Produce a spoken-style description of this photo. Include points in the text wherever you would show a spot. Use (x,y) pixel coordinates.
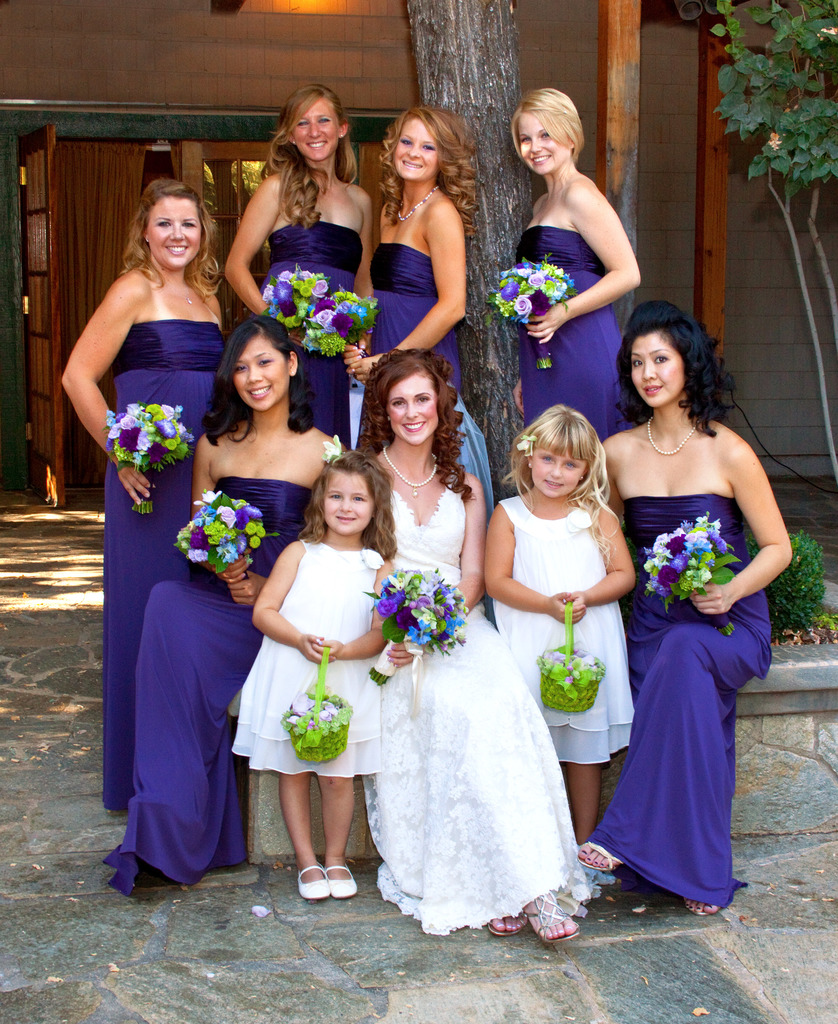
In this picture I can see there are two girls (506,592) and a woman (480,730) sitting and they are wearing a white dress (476,719) and they holding flower bouquets (382,628) and there are a few more people (152,332) standing behind them and they are wearing purple dresses (534,358) and in the backdrop (482,206) there is a plant (801,541), tree (430,0) and I can see there is a door (41,217).
